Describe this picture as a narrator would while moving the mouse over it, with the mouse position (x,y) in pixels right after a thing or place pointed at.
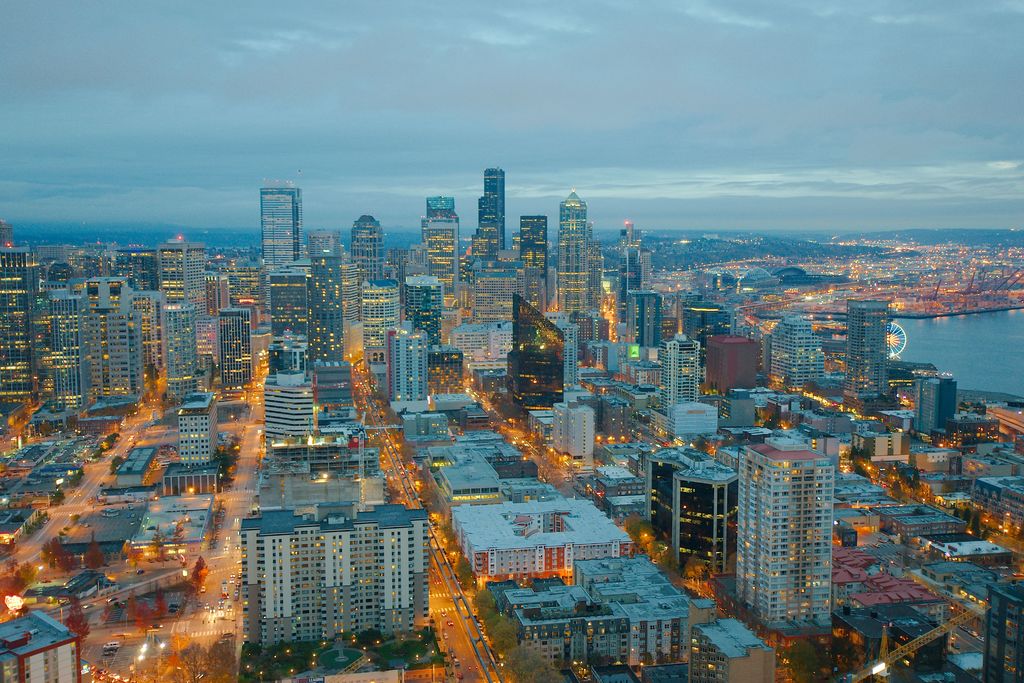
In this image I can see a top view of a city (406,265) in the evening time with some lights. I can see buildings (191,363), roads (189,628), vehicles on the roads (398,481) and sea water (980,338) on the right hand side (993,317). At the top of the image (589,56) I can see the sky (133,101).
